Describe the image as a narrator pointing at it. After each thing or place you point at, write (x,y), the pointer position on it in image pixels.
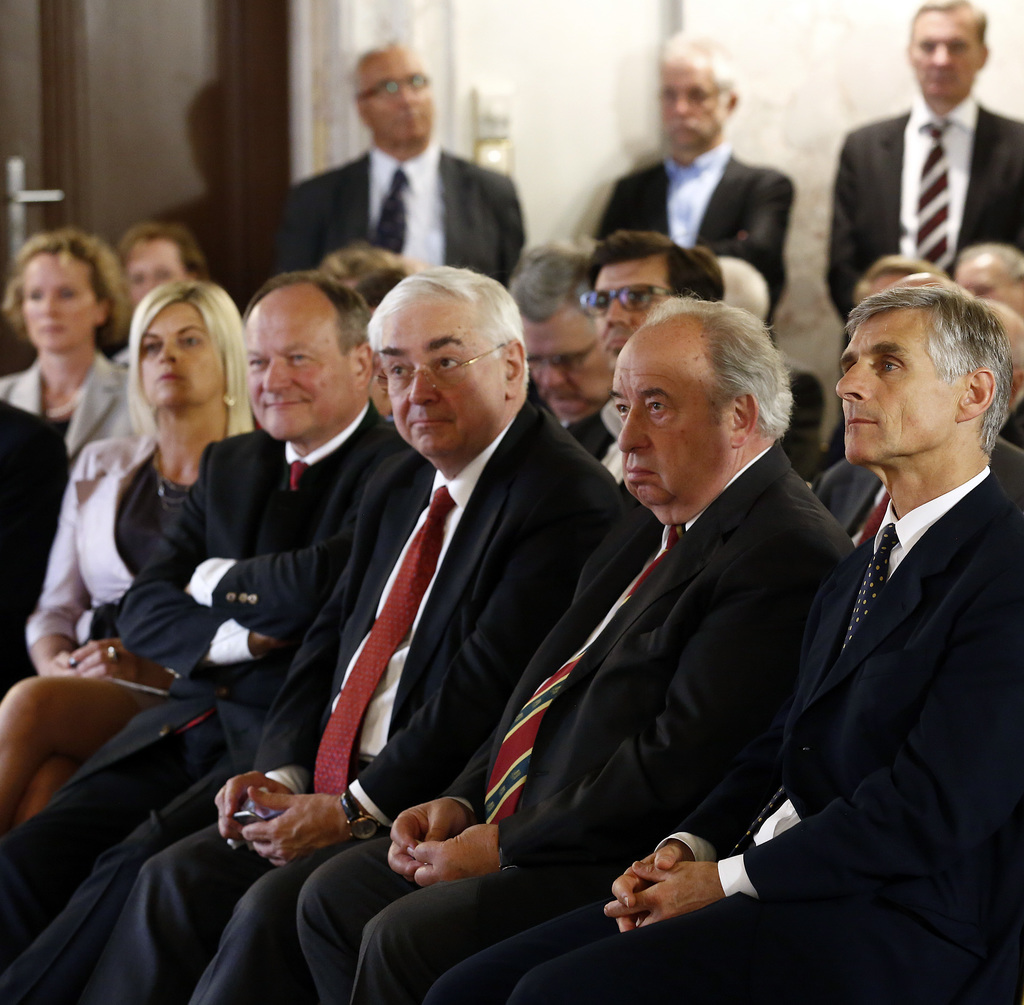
In this image, we can see a group of people (237,669) sitting. Few people (552,376) are wearing glasses (456,372). In the middle of the image (465,356), we can see a person (434,378) holding a mobile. At the top of the image (248,219), we can see the door (262,219) with a handle (14,232) and three persons (695,219) standing near the wall (530,219).
